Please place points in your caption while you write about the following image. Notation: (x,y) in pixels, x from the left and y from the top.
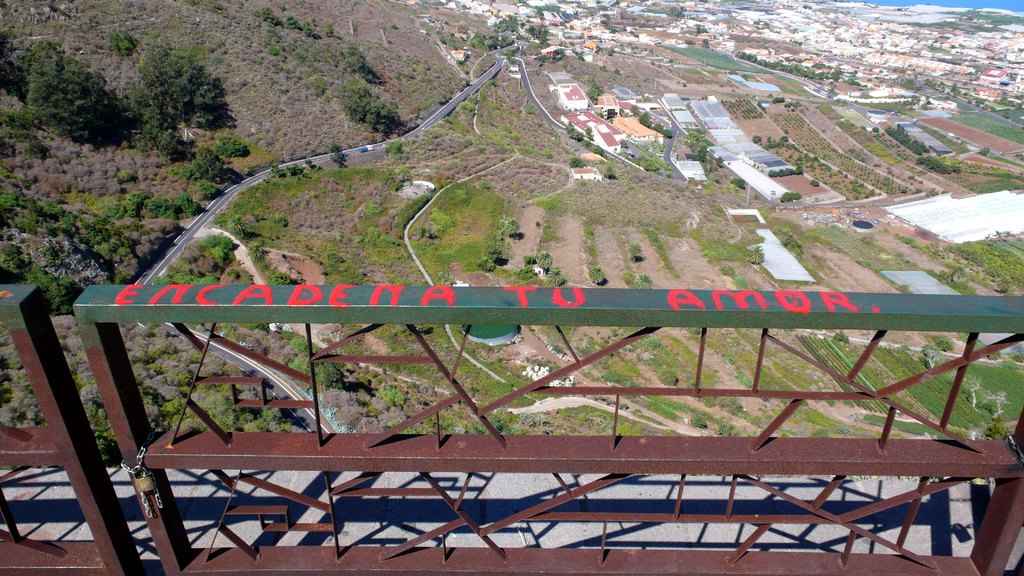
In the image we can see there are iron railings (578,492) and there are lot of trees (189,113) on the ground (729,214). There are buildings (802,36) and there is road (310,427). Background of the image (758,99) is little blurred.
